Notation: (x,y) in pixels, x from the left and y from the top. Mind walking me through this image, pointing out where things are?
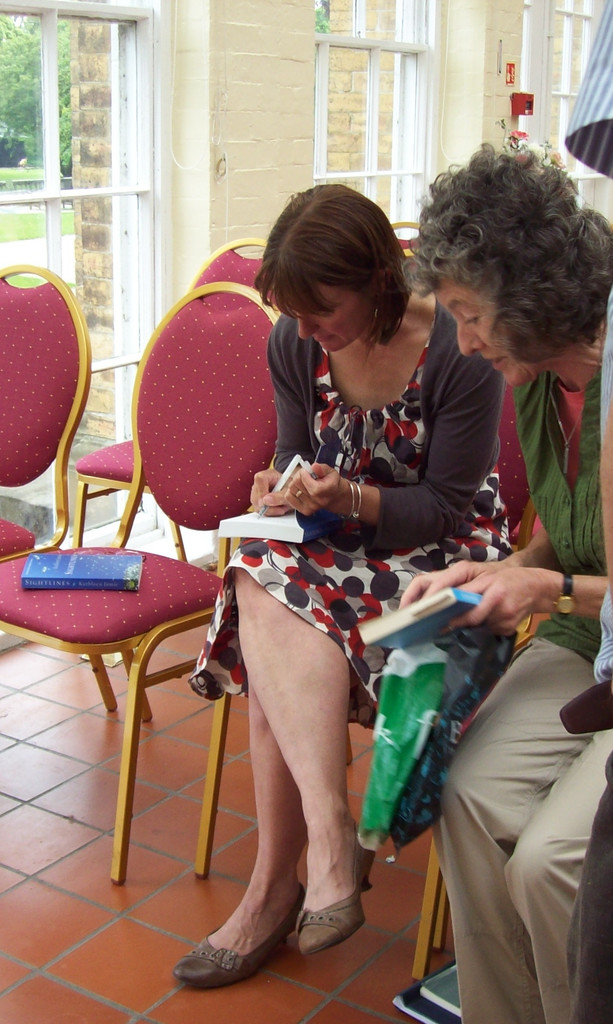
In this image there are two persons (374,552) sitting on the chairs (264,454) as we can see in the middle (354,556), and there is a wall (309,164) in the background (292,171). There are window glass (107,251) at the top of this image (354,122).
